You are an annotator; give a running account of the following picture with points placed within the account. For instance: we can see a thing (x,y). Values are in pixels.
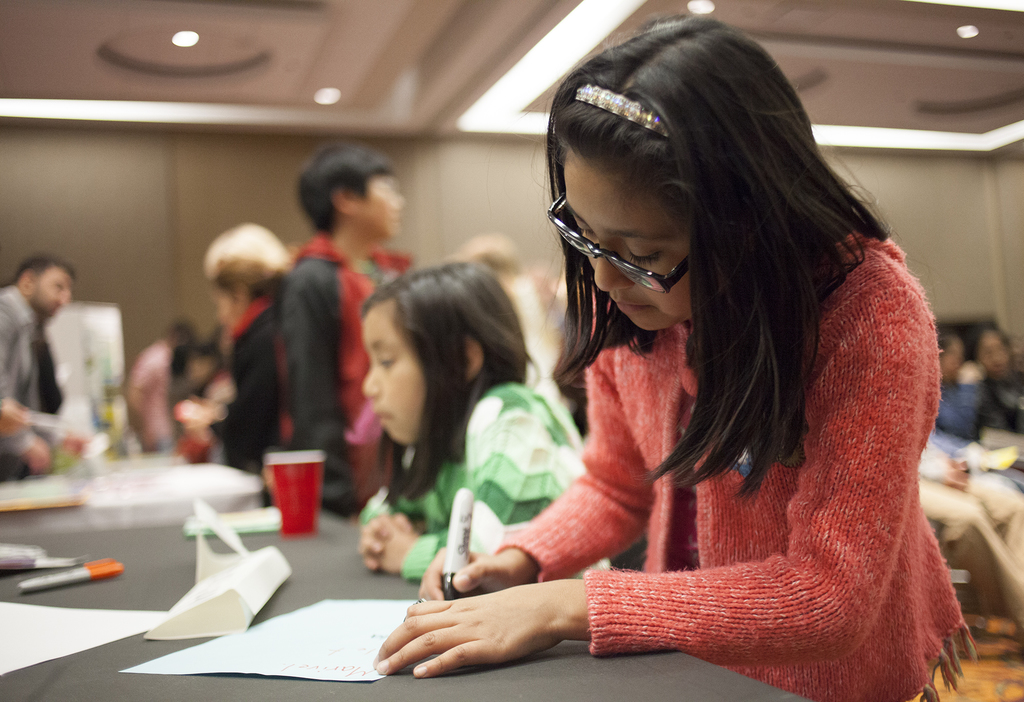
This image is clicked inside a room (67,230). There are some persons (650,473) in the middle (583,320). There is a table (318,555) at the bottom (277,608), on that there are glass (316,499), papers (294,648), pens (118,566). There are lights (57,110) at the top (33,106).
